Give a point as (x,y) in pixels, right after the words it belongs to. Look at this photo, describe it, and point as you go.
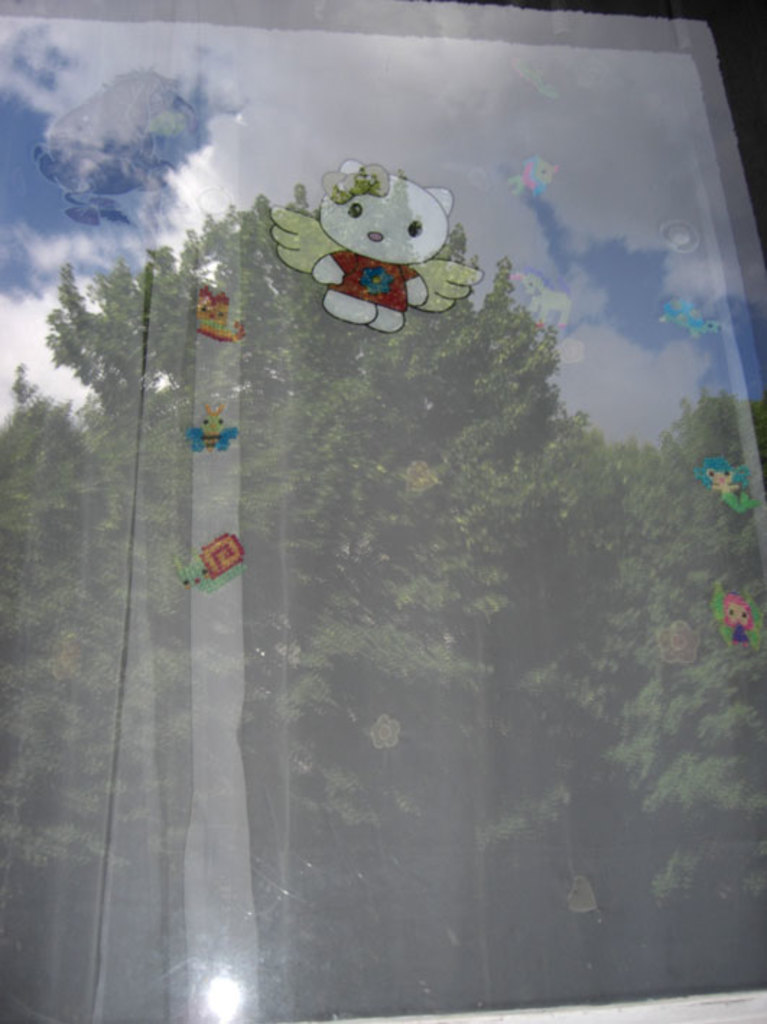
In the foreground of this image (349,235), there are few stickers (401,253) on the glass (634,669). In the background (605,559), there are trees (590,502), sky (517,120) and the cloud (498,128).
